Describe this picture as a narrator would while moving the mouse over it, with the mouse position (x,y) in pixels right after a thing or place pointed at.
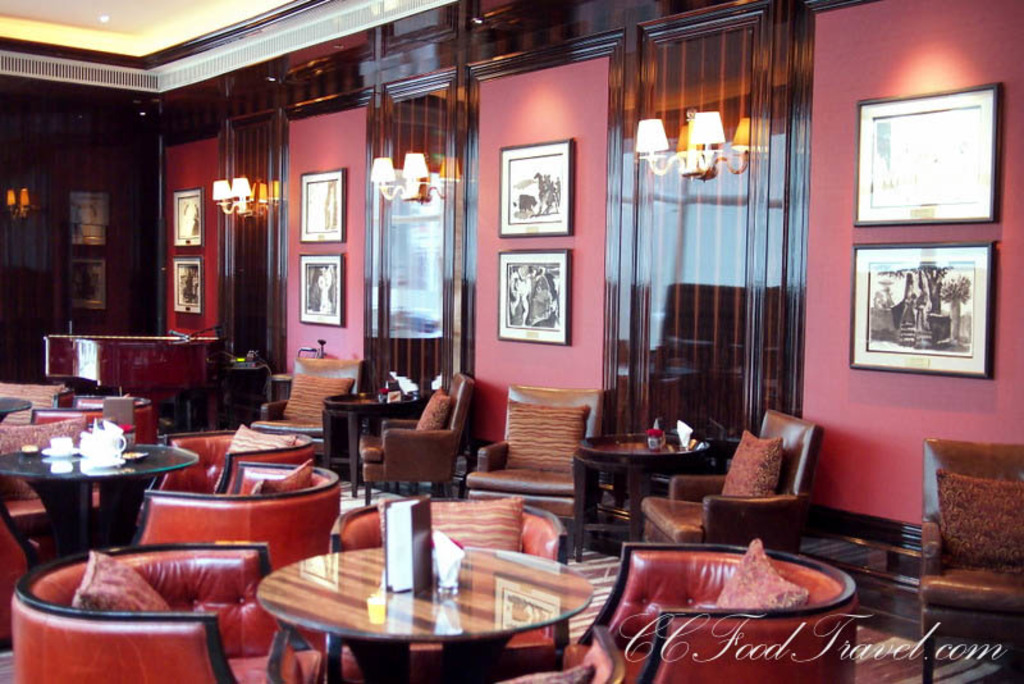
There is a room (599,506) and there is a sofa set (297,536) and chairs (202,445). There is a cup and menu book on a table (174,453). We can see in the background (328,296) there is lighting (252,198), wood panels (274,213) and photo frames (867,307).
